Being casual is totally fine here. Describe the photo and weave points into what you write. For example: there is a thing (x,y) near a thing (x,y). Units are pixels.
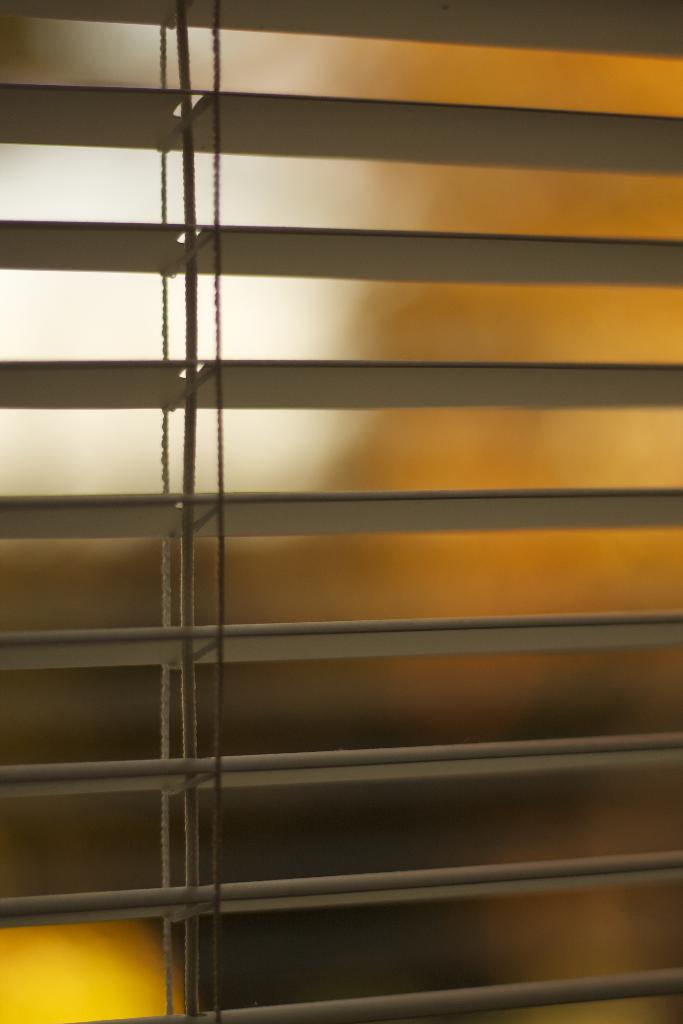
In this image we can see blinds (350,898) and thread (187,513).
